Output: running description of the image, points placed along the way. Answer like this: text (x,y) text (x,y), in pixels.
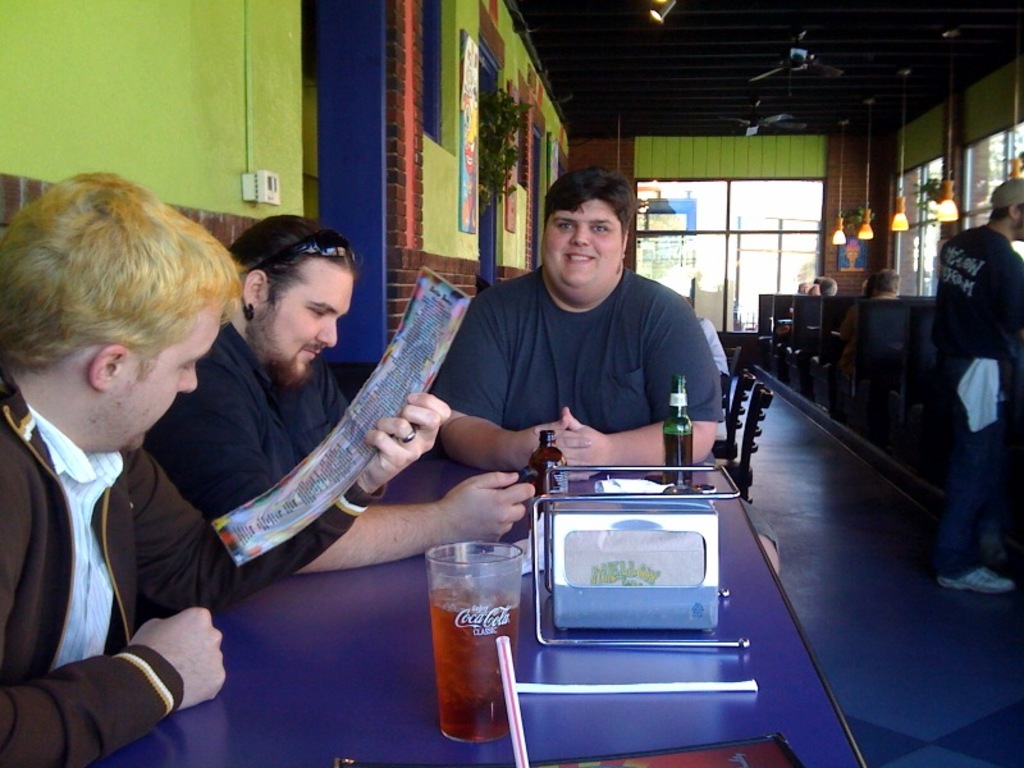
In this image we can see the people (477,342) sitting in front of the dining table (763,731) and on the table (615,467), we can see a coca cola glass (491,603), tissue box (644,531) and bottles (684,393). We can also see the person (269,363) holding the menu card (351,444). We can see the house plants (936,192), wall (258,156), windows (734,230), fans (764,118), lights (651,12) and also the ceiling (562,78). We can also see a person (943,296) standing on the floor (782,414). We can also see some frames (475,140) attached to the walls (510,234). We can see a switch board (259,185).
